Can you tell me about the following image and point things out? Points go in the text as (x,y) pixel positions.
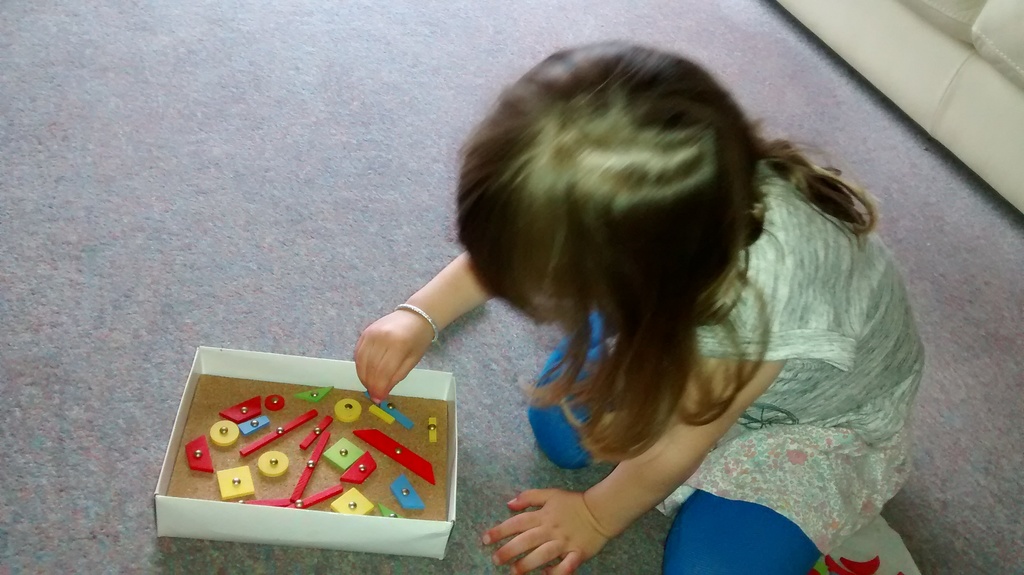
In this image there is a girl (645,234) sitting on the carpet (464,404) and playing with the toys (368,464), which are in the box (227,378), and in the background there is a couch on the carpet (959,233).
